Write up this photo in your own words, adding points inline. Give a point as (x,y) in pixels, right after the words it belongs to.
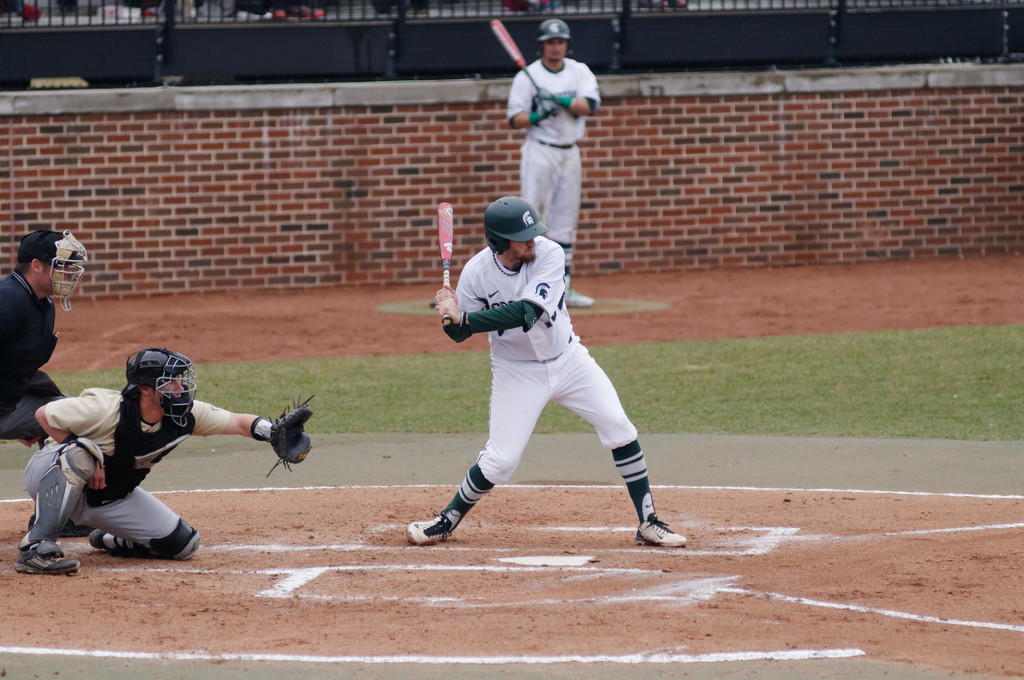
In this image there is a playground (359,420), there is the grass (732,395), there are persons (517,334), there are persons (513,272) holding an object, there is a person (26,280) truncated towards the left of the image (33,250), there is a wall (216,178) truncated.
